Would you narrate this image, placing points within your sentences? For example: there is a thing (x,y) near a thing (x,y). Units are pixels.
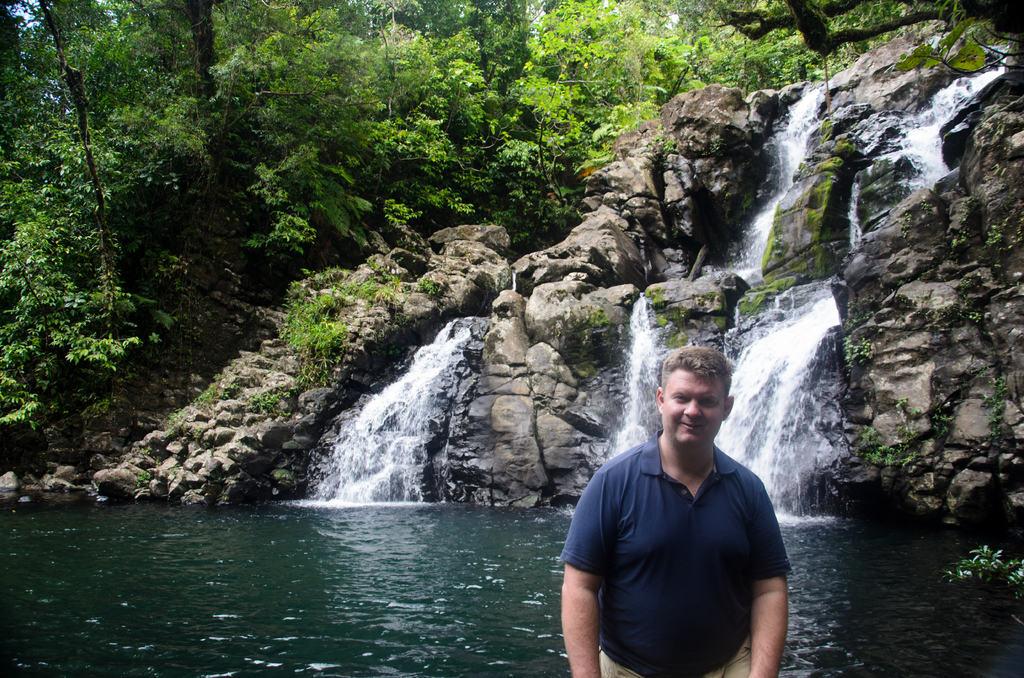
In this image I can see the person (565,573) standing and the person (641,594) is wearing blue and cream color dress (639,611). Background (182,527) I can see the water (352,562) flowing, few trees (427,80) in green color.
